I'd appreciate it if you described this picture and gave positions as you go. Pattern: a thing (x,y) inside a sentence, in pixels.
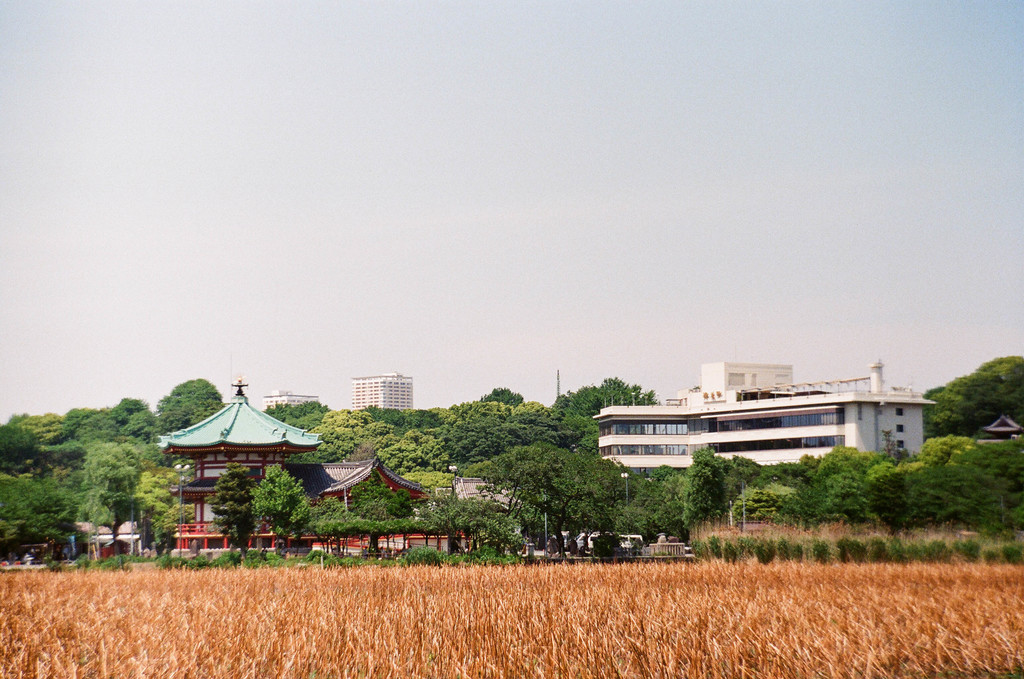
This is an outside view. At the bottom (345,664) there is a field (586,588). In the middle of the image (481,453) there are many buildings (679,427) and trees (531,417). At the top of the image (515,86) I can see the sky (705,140).
